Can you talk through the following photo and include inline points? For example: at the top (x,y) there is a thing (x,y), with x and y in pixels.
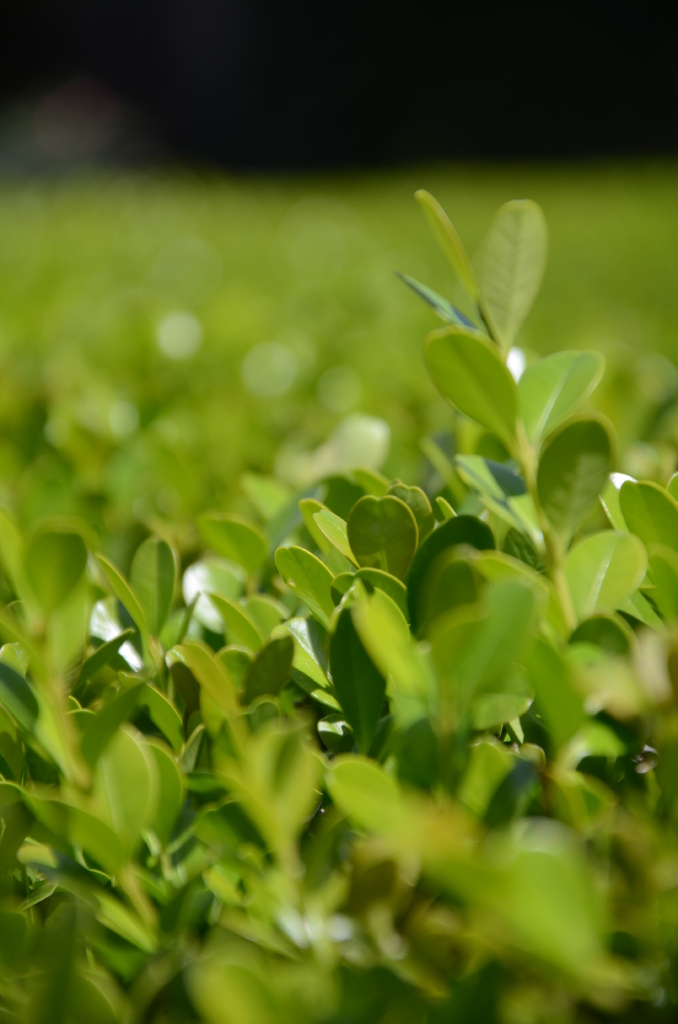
In this image we can see some herbs (288,600).
